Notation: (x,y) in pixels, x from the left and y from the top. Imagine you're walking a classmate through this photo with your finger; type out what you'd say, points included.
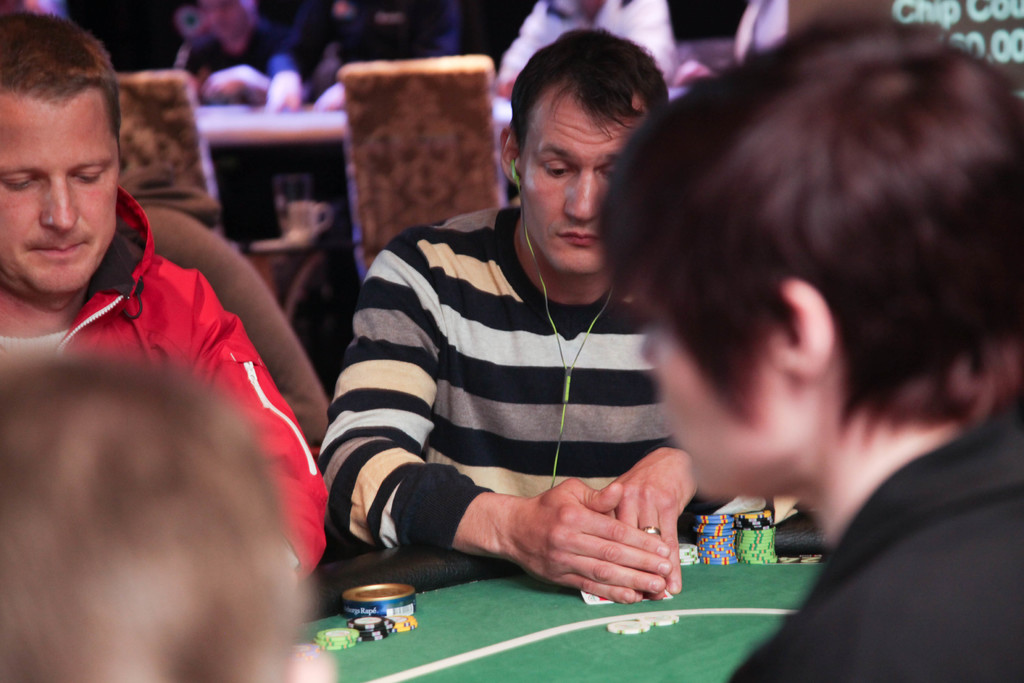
In this image, there is a table (538,647) which is in green color, there are some people (627,585) sitting on the chairs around the table (505,580). In the background (369,196) there are some chairs (352,137) which are in yellow color, there are some people (288,91) sitting on the chairs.
